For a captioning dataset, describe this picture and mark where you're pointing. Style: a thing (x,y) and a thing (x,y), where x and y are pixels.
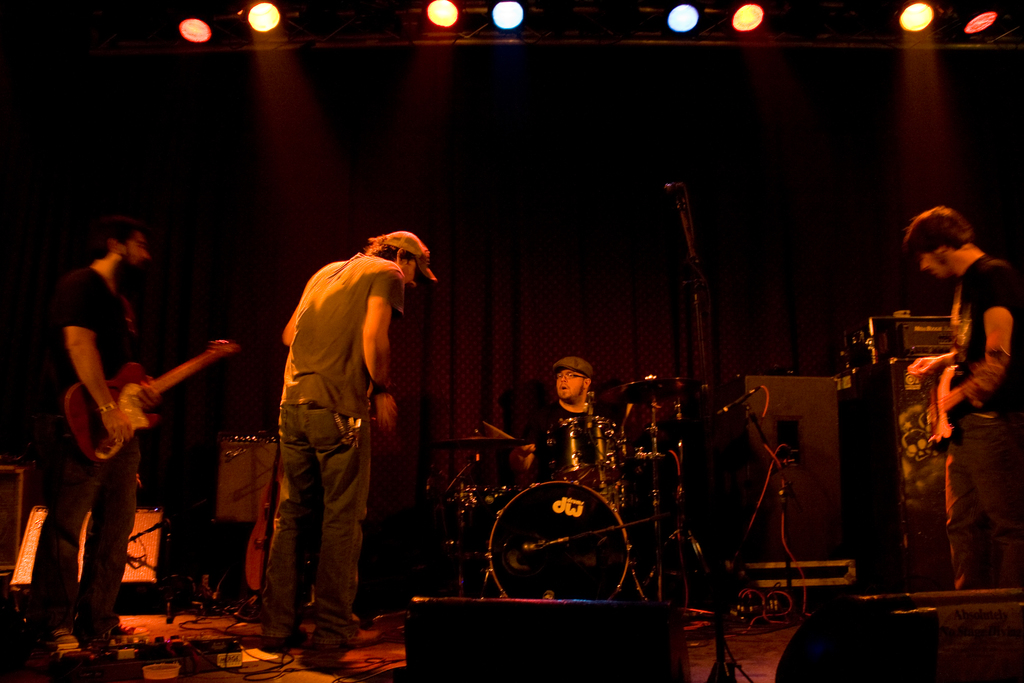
As we can see in the image there are few people (291,419) standing on stage (26,663) and playing different types of musical instruments (137,420). On the top (928,9) there are lights (448,13).
